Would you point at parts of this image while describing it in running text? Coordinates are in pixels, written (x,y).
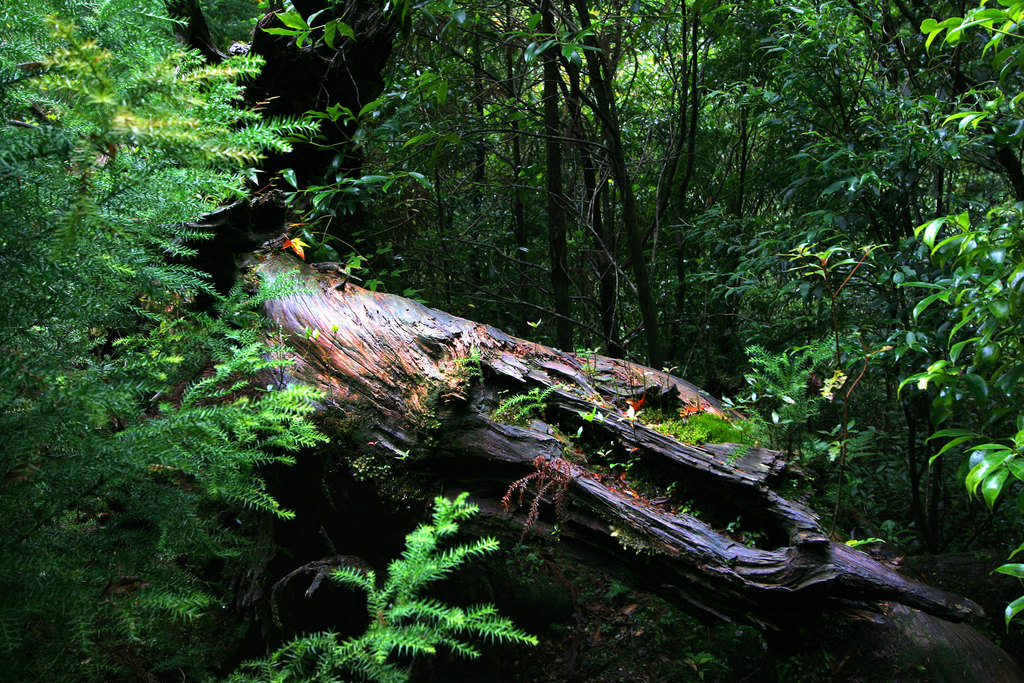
In the image we can see there are lot of trees (556,324) in the image and in between there is a tree log (420,475).
